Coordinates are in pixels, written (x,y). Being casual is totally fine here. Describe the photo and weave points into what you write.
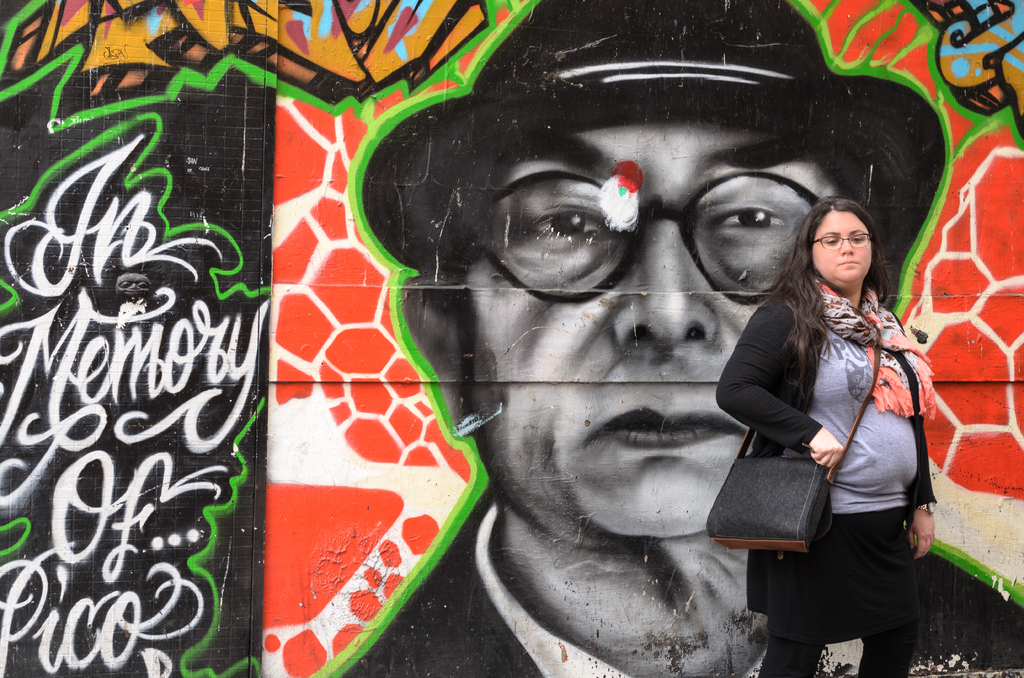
In this image, there is a person (831,293) wearing clothes (858,331) and standing in front of the wall (543,386) contains some art (311,371).
